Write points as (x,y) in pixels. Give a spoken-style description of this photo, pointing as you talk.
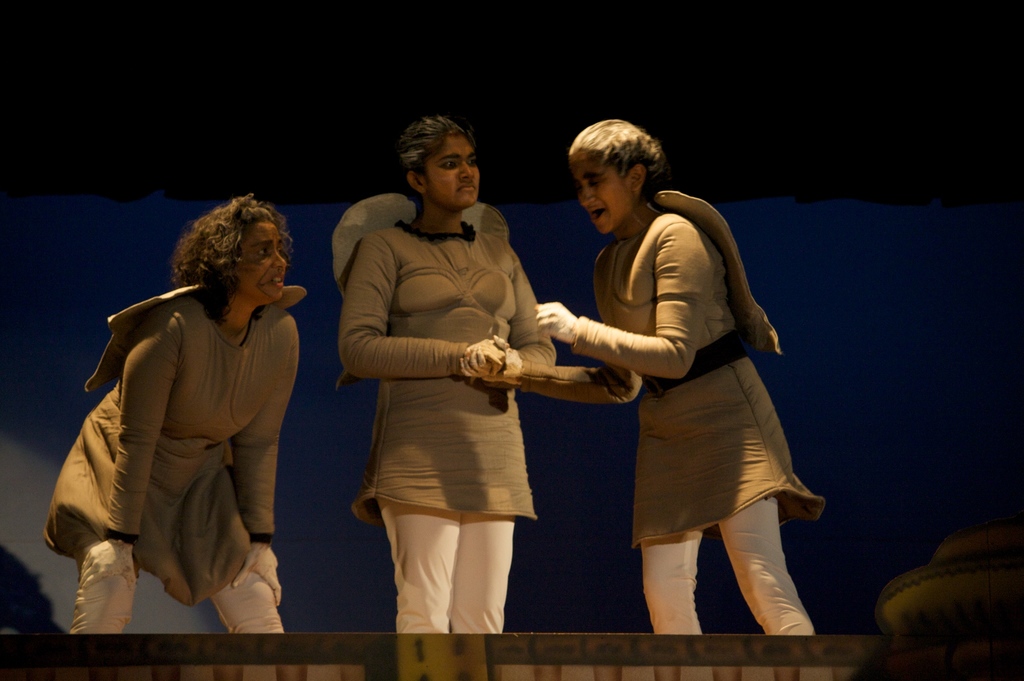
In this image there are three women (293,370) standing. They are wearing costumes (614,333). Behind them there is a wall (99,229).
